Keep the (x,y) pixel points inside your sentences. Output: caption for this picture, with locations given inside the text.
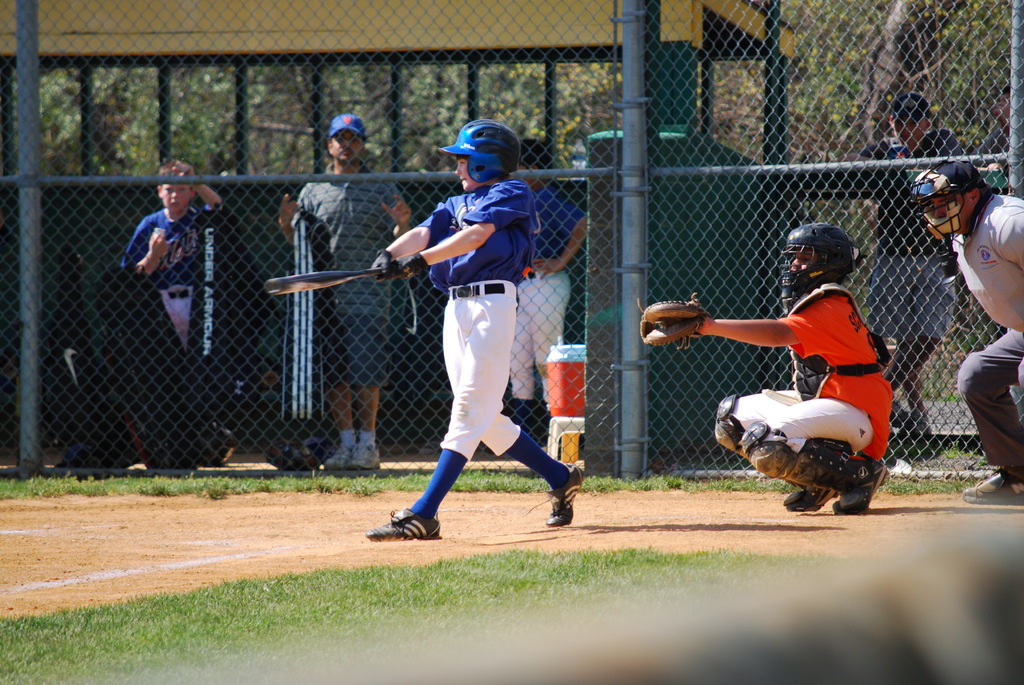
This image is clicked in baseball ground (92,493). There is a fence (738,176) in the middle (661,253). There are trees (741,94) at the top (216,168). There are some persons (543,368) standing near the fence (614,391). There are 3 persons (749,327) on the ground (756,502). One is wearing blue and white dress (502,259), another one is wearing orange and white dress (742,406). Most of them are wearing helmets (511,156). The one who is in the middle (510,346) is holding a bat (271,290).
